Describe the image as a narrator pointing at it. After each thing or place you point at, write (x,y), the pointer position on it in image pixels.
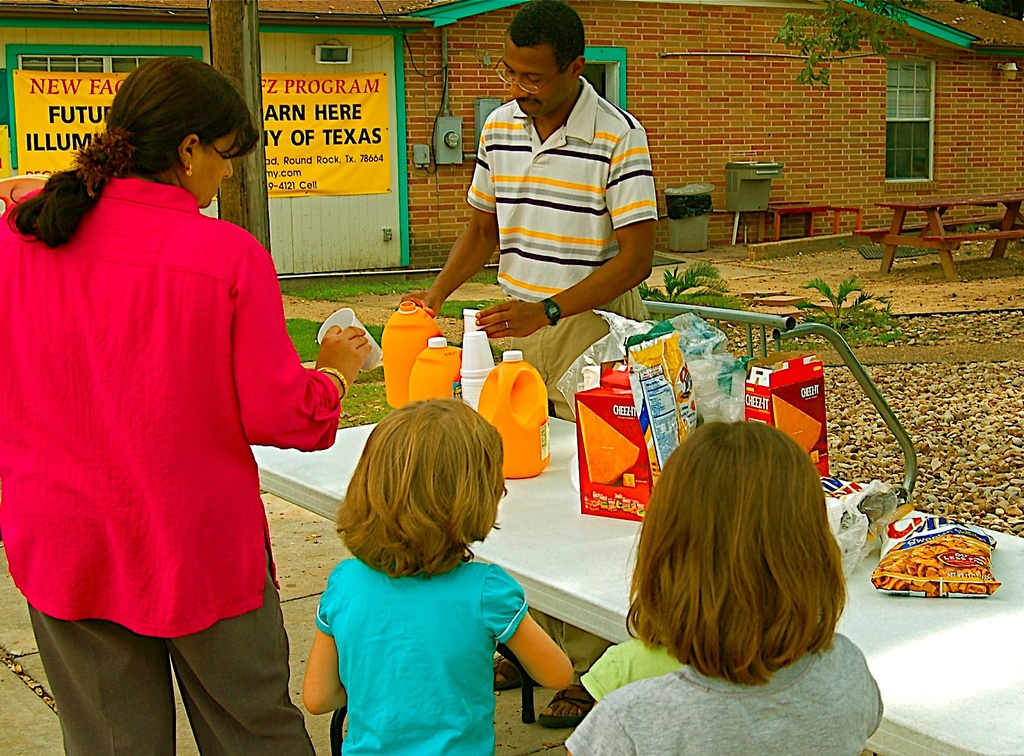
In this image we can see a man (496,241), women (206,364) and children (642,598). Woman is holding a glass (354,322). And man (552,146) is wearing specs (522,82) and watch (556,310). There is a table (512,503). On the table (954,607) there are bottles (417,347), packets (977,548) and some other items (610,369). In the back (597,71) there is a building (267,54) with doors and windows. On the door (291,80) there are banners (300,131). Also there are benches (866,230). And there is a bin (691,206). On the ground (739,281) there are plants (890,315) and stones (955,408).
